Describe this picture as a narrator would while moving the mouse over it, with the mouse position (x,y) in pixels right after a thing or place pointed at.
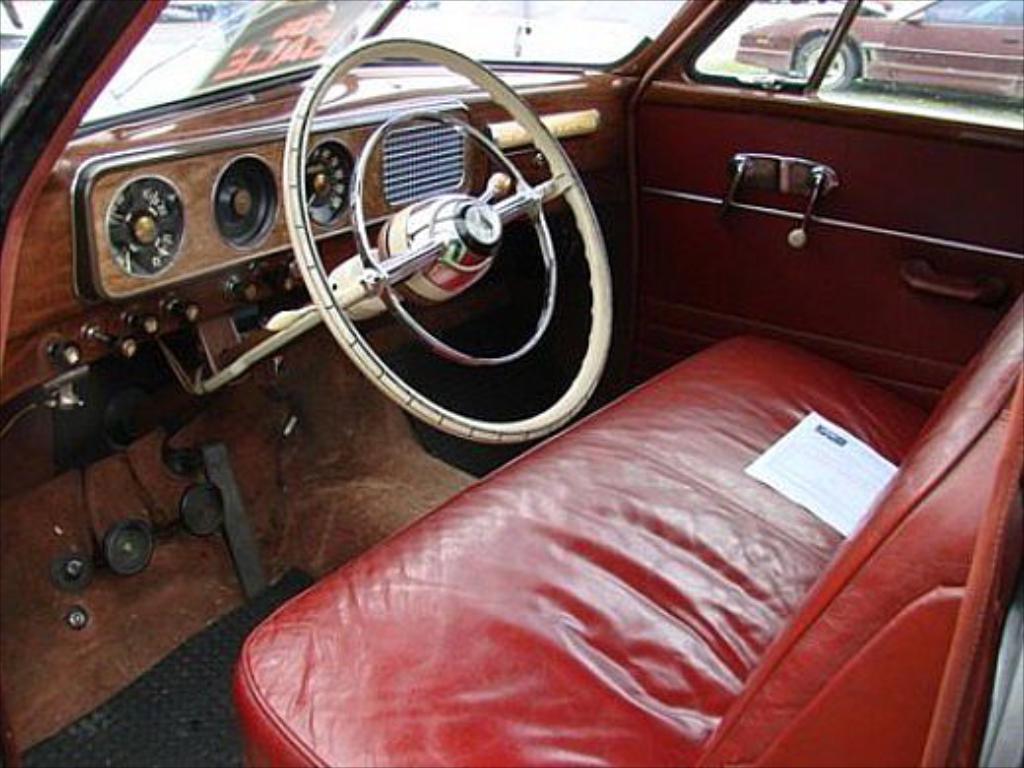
This is the inside view of a car (783,202), we can see a red color seat (641,495) and there is a steering wheel (301,130), we can see the car windows (566,35), in the background (752,32) there is a car (917,29).
